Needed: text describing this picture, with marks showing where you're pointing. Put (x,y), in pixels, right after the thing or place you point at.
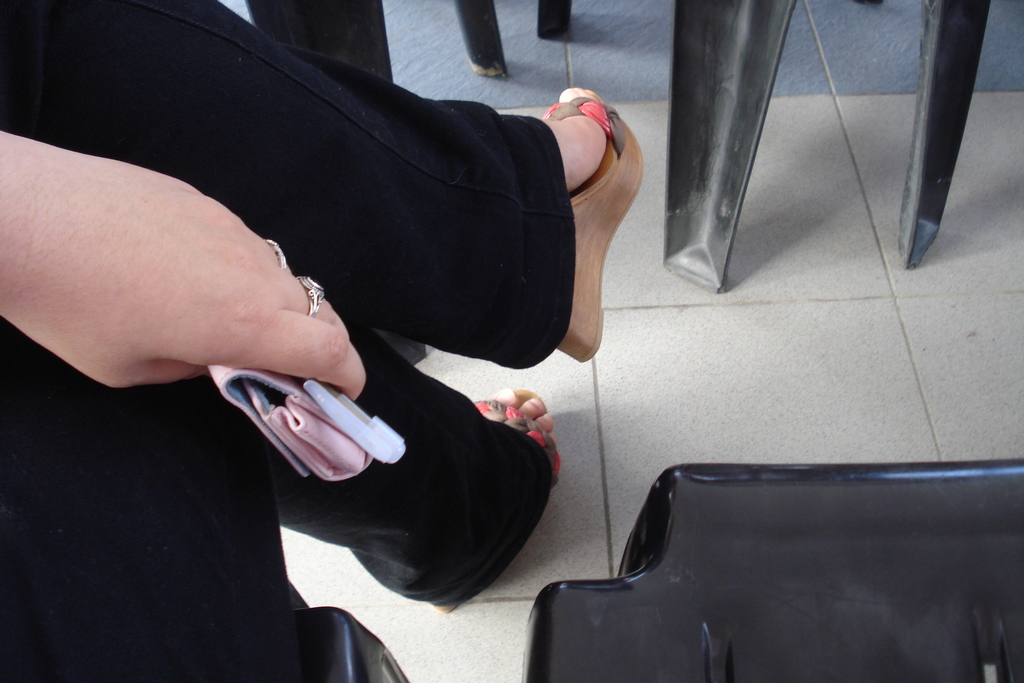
In the image we can see some chairs (599,679), on the left side of the image (46,436) a person (397,143) is sitting and holding a pen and pouch (231,392).
